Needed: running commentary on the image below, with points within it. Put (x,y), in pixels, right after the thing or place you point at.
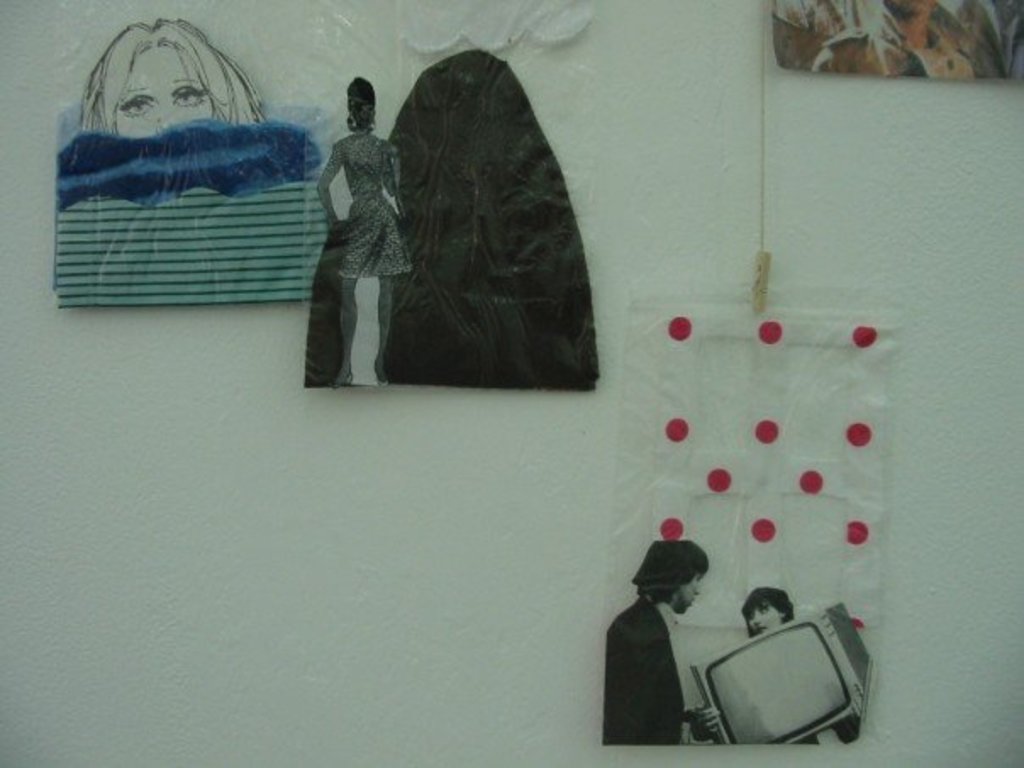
As we can see in the image there is a white color wall (118,594) and decorative items (389,240).
